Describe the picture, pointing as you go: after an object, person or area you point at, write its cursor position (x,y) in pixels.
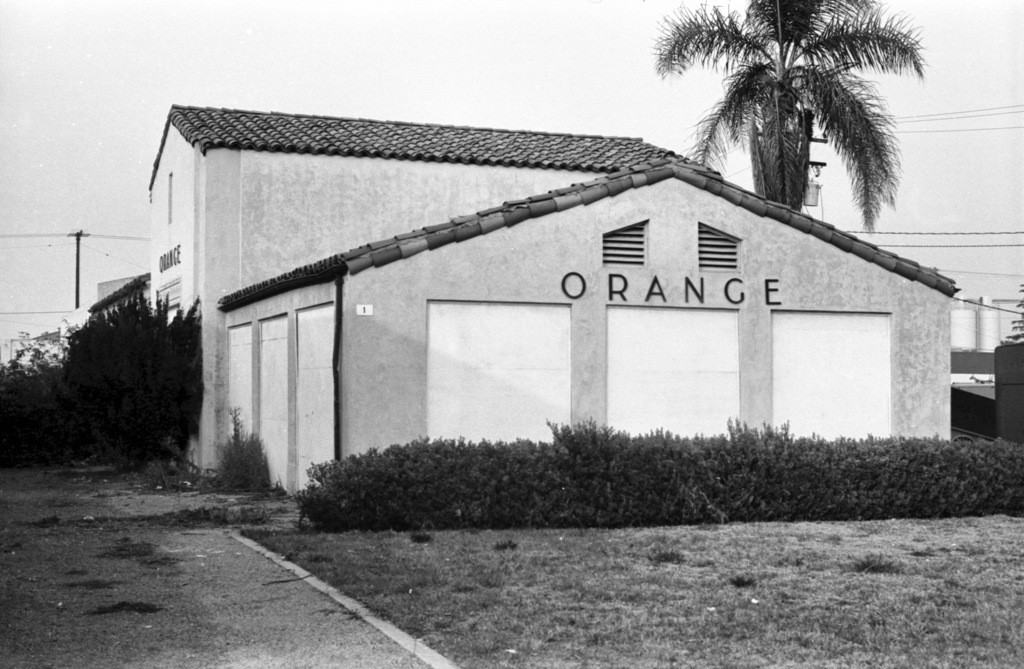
In this image I can see few buildings (288,247), trees (59,380), few electric poles (78,258) and the image is in black and white.
